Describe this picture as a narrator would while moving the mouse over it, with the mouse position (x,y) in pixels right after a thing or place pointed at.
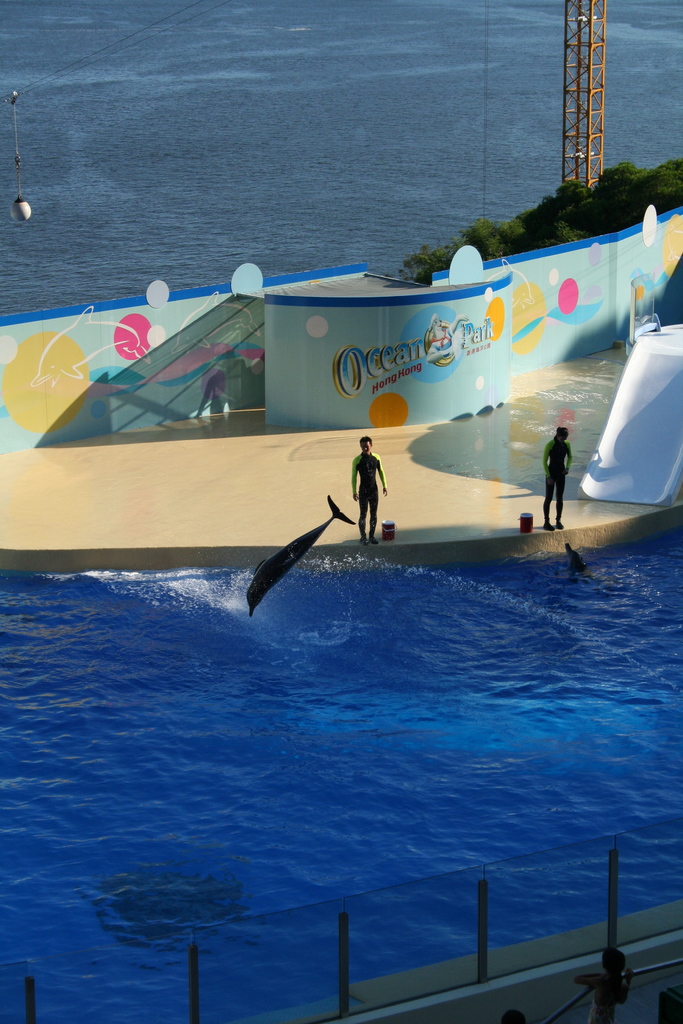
I can see in this image water (367,710) and a tower (576,94). I can also see few people (367,462) on the floor (447,483). In the water (310,600) there are dolphins (312,544), on the right side (663,165) I can see trees (606,196).
